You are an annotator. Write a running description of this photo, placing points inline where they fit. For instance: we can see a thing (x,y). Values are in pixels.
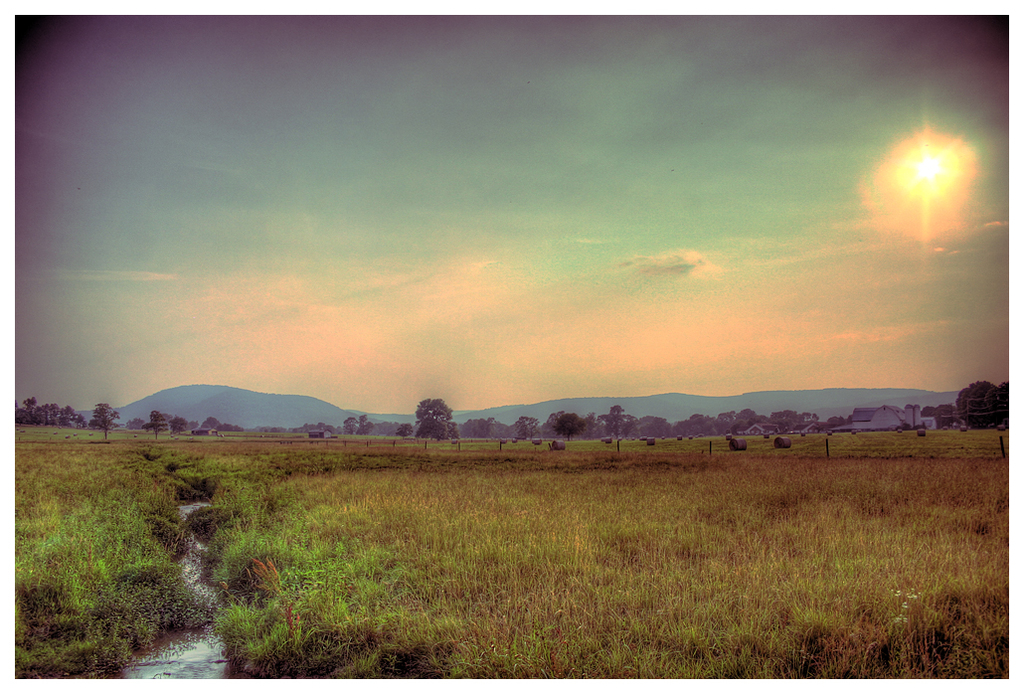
In this image, we can see a crop (538,487). There are trees (430,434) and hills (462,413) in the middle of the image (428,415). There is a sun (924,188) in the sky (550,222).
